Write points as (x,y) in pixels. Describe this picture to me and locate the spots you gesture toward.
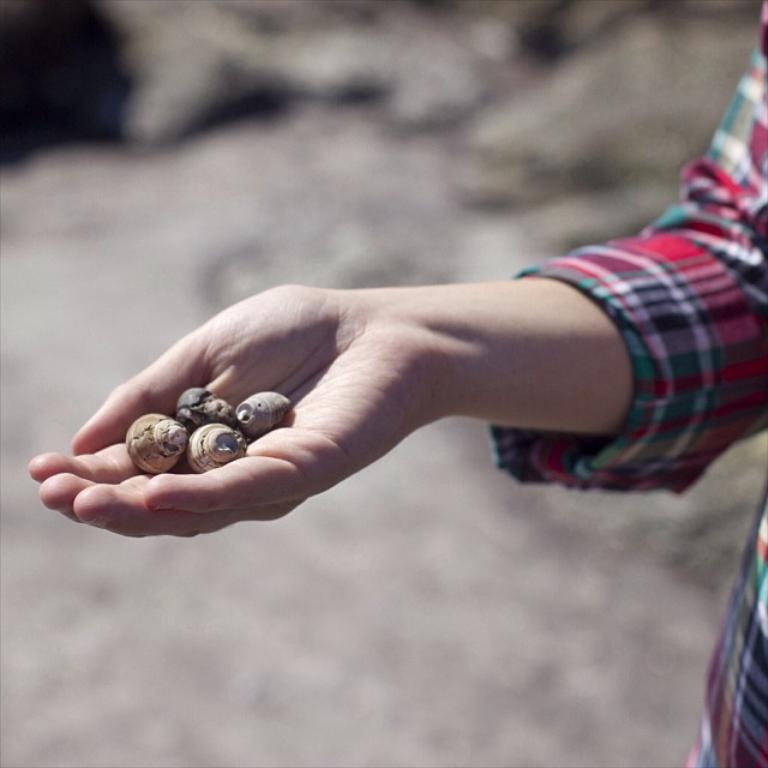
In this image I can see a person hand (315,480) holding shells (188,403).
